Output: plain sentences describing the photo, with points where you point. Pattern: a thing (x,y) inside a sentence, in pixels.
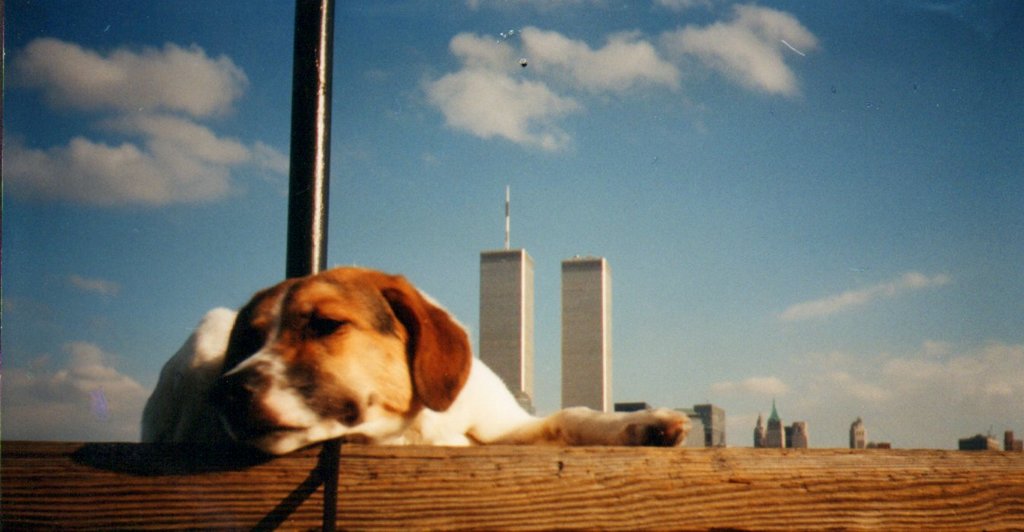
On the left side (301,389), there is a dog (405,369) on a wall (322,445). Beside this dog (330,346), there is a black color pole (325,187). In the background (495,289), there are buildings (488,266) and there are clouds (979,393) in the blue sky (396,61).
